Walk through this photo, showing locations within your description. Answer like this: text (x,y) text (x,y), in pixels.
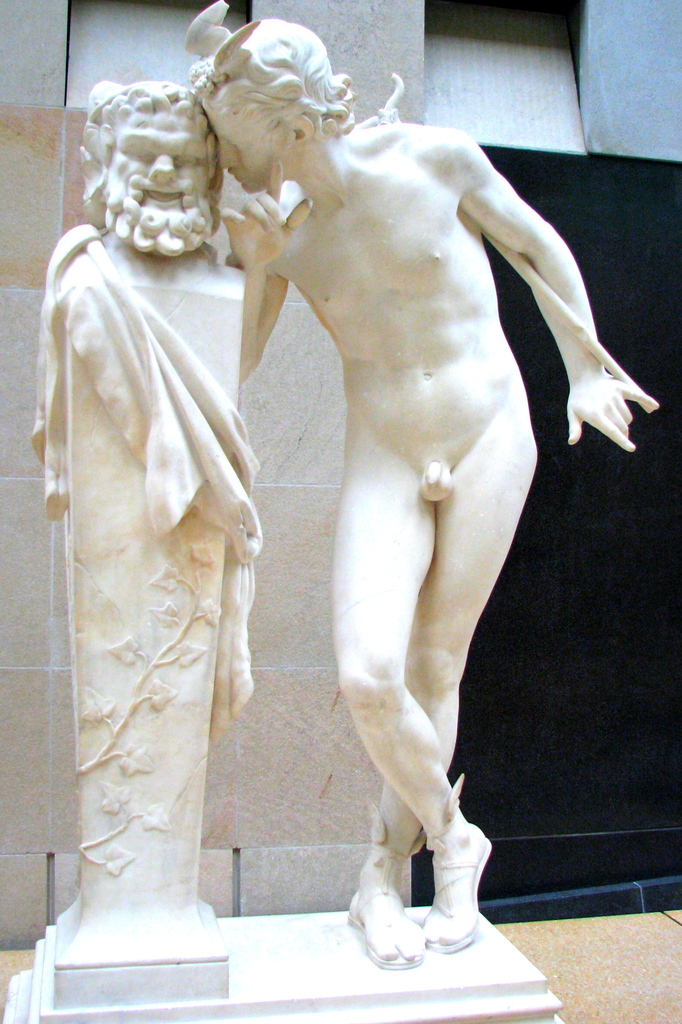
In this image we can see a sculpture (350,429). There is a wall (64,796) behind the sculpture (209,505).
